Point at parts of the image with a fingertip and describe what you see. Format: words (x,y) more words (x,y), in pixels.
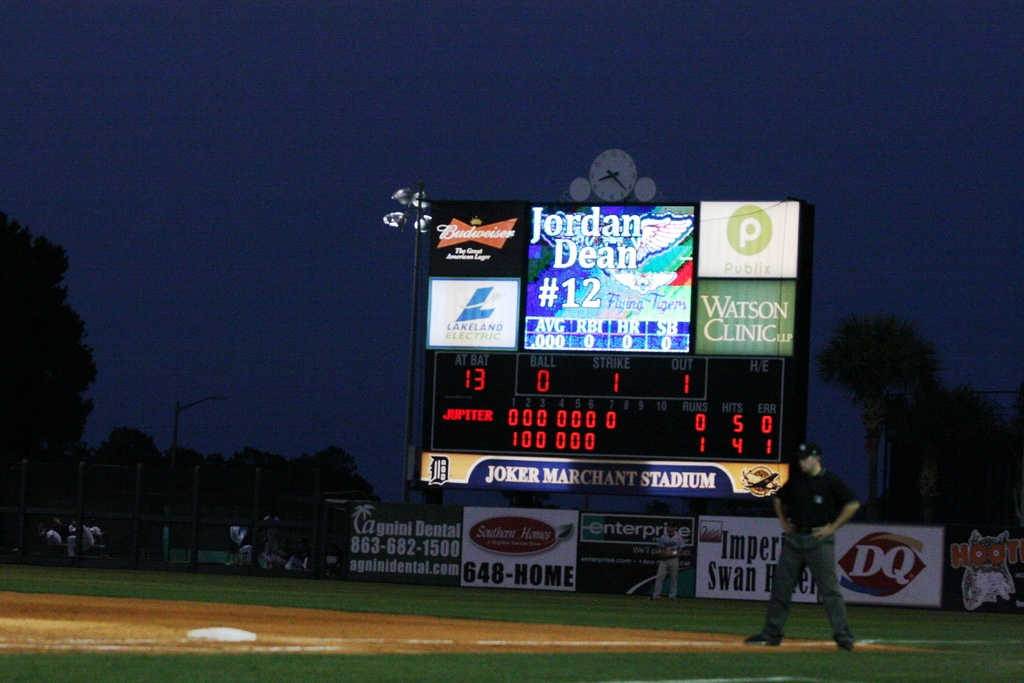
In this picture there is a man (821,519) on the right side of the image (811,483) and there are posters (396,574), which are placed on the boundary (368,539) and there is a big screen (610,293) in the center of the image (676,233) and there are trees (955,513) in the background area of the image (940,510).
